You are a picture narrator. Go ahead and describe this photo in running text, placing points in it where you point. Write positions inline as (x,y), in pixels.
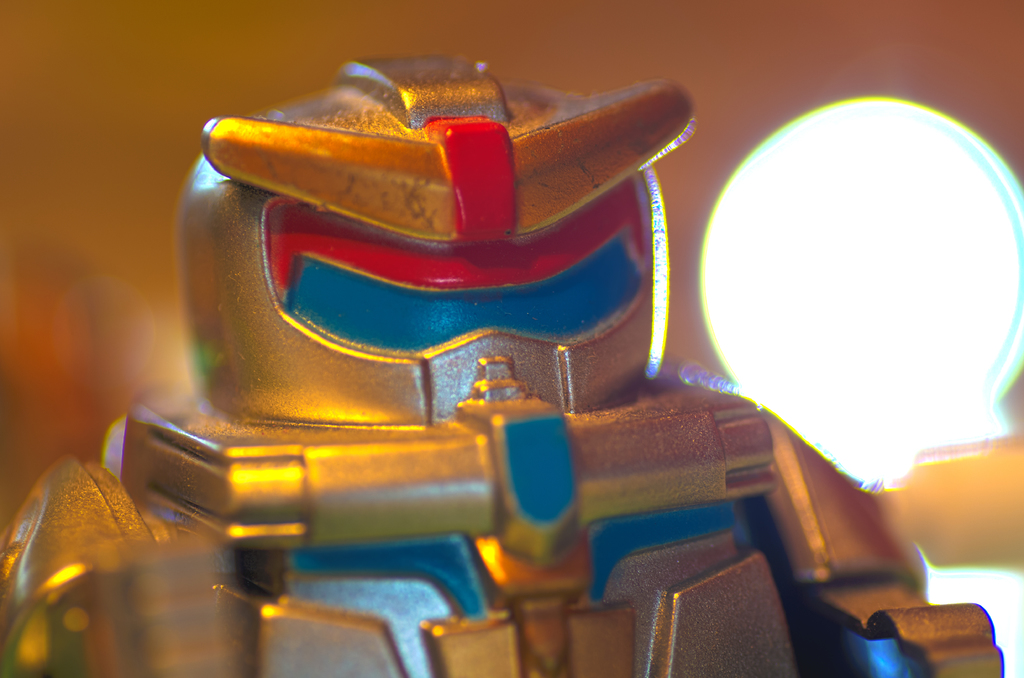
In front of the image there is a toy (514,449), behind the toy (784,439) there is a lamp (849,213).
